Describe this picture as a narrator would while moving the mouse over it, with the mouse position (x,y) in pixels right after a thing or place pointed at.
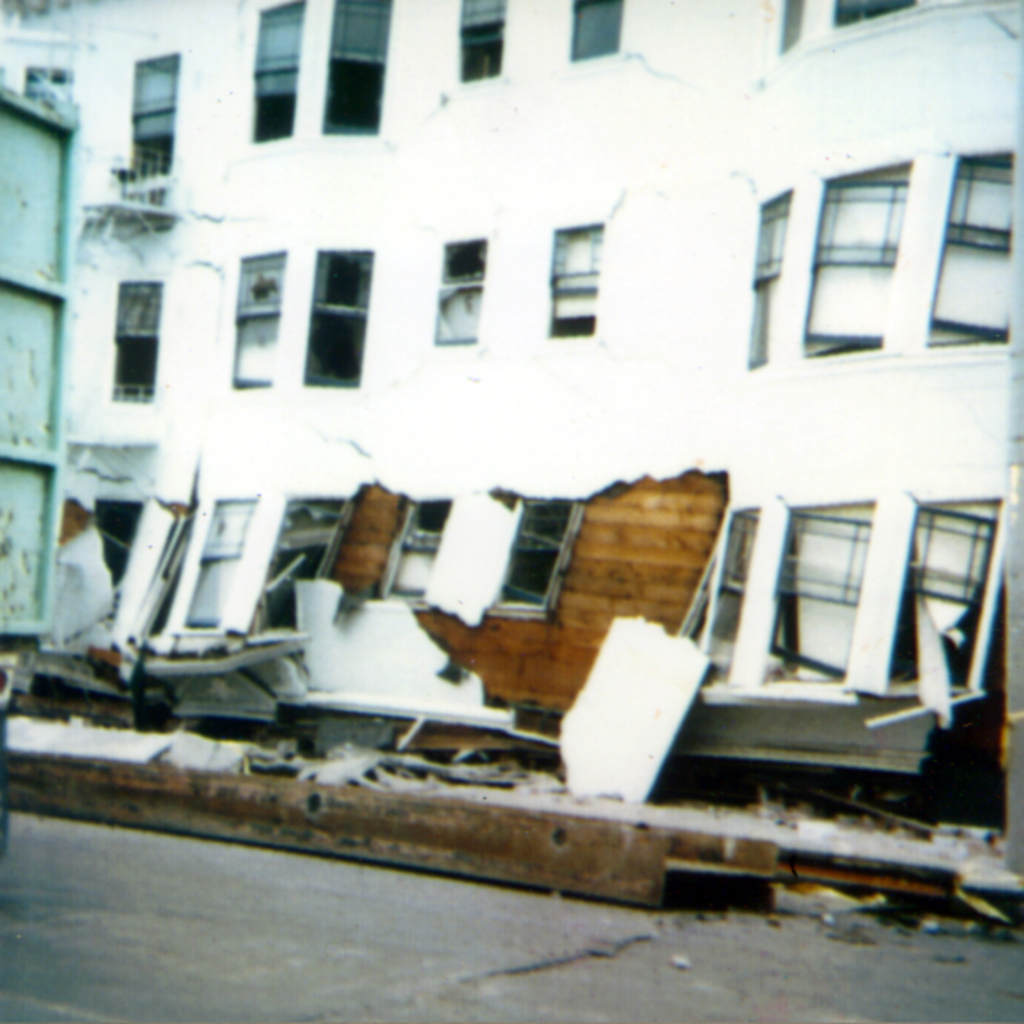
This image is taken outdoors. At the bottom of the image (331,975) there is a road (204,872). In the middle of the image (610,382) there is a collapsed building (371,523) with walls (361,416) and windows (51,78). There are a few iron bars (524,885) on the road (90,878). On the left side of the image (32,352) there is a vehicle (19,440).
